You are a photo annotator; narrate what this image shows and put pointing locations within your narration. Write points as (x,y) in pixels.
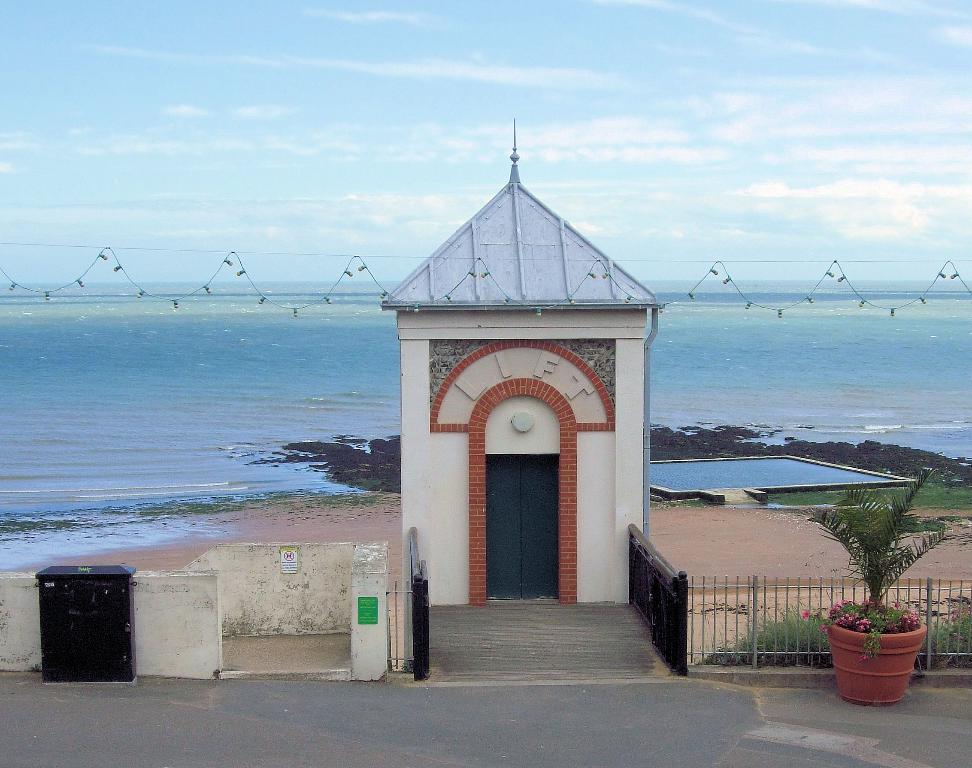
In this picture we can see a lift (549,536) in the middle (603,338), on the right side (876,511) there are some plants (851,625), we can see a box (95,626) on the left side (88,609), in the background (146,484) there is water (292,378), we can see the sky (511,118) at the top of the picture (506,52), there are some serial lights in the middle (444,300), on the right side (919,499) there is grass (900,489).
